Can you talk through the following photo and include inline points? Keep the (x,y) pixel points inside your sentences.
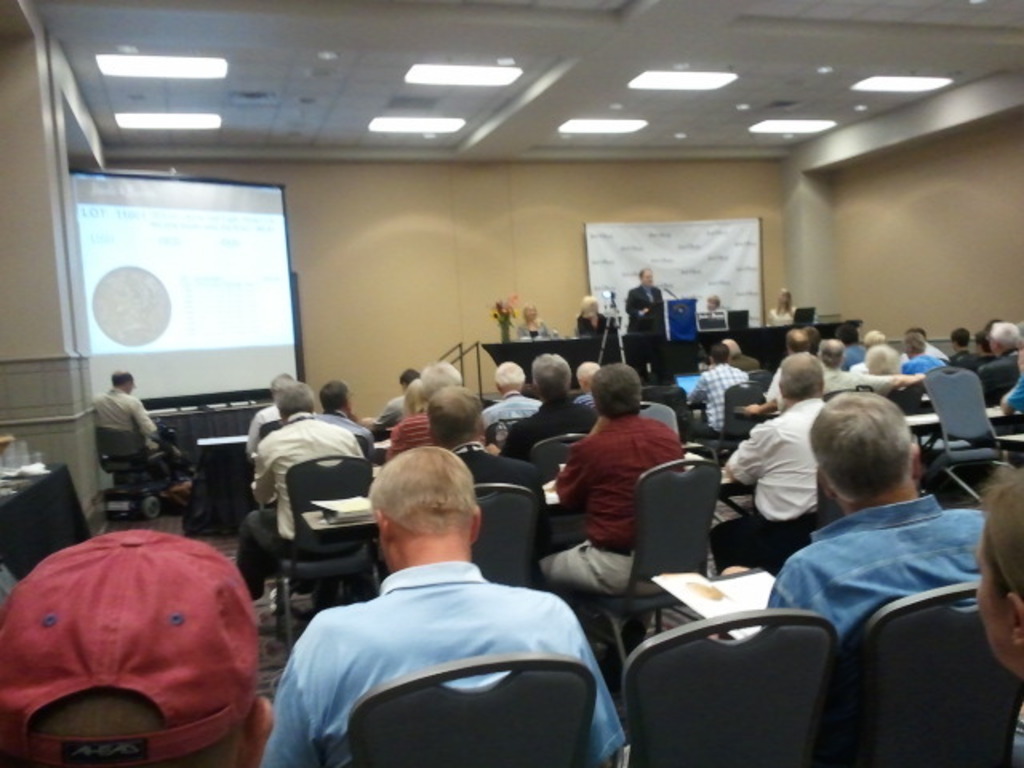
In this picture we can see a group of people (546,637) sitting on chairs (972,640) and a man (632,307) is standing on the floor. In front of the people (594,370) there is a table (599,343) and a tripod stand (615,323). Behind the people (620,433) there is a projector screen (232,332), banner (633,240) and a wall (481,216). There are ceiling lights (415,82) on the top (444,122).
